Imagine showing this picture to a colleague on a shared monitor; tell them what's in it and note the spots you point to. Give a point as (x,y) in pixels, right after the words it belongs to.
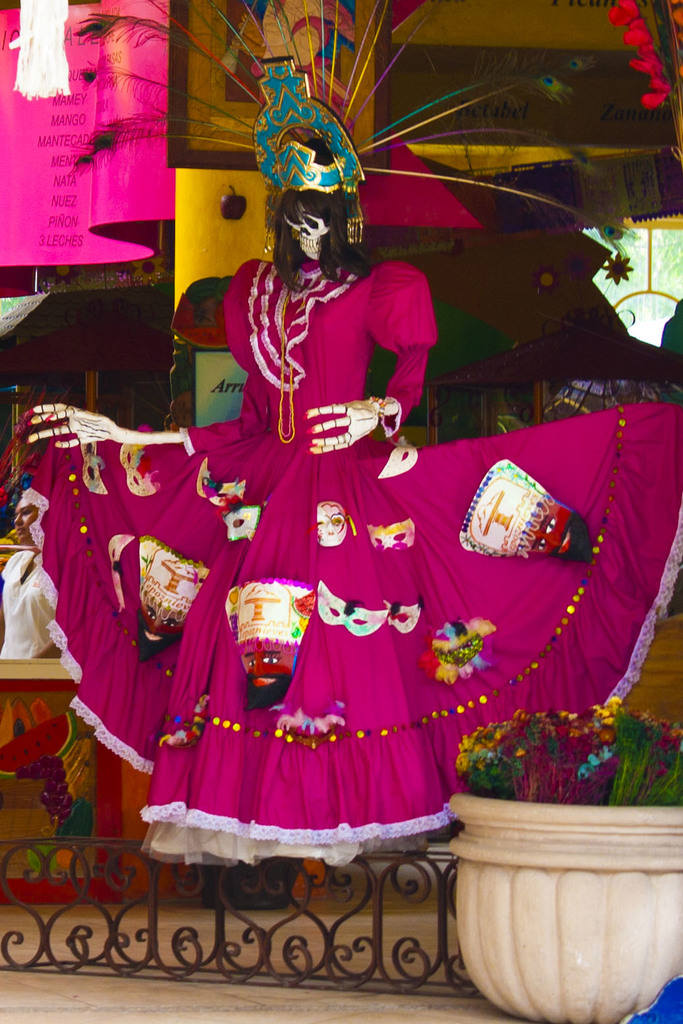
This picture shows a skeleton (366,312) with clothes (247,281) on it and we see a flower pot (474,798) and we see a woman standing on the side and we see a building (400,254) and a metal fence (293,874).
